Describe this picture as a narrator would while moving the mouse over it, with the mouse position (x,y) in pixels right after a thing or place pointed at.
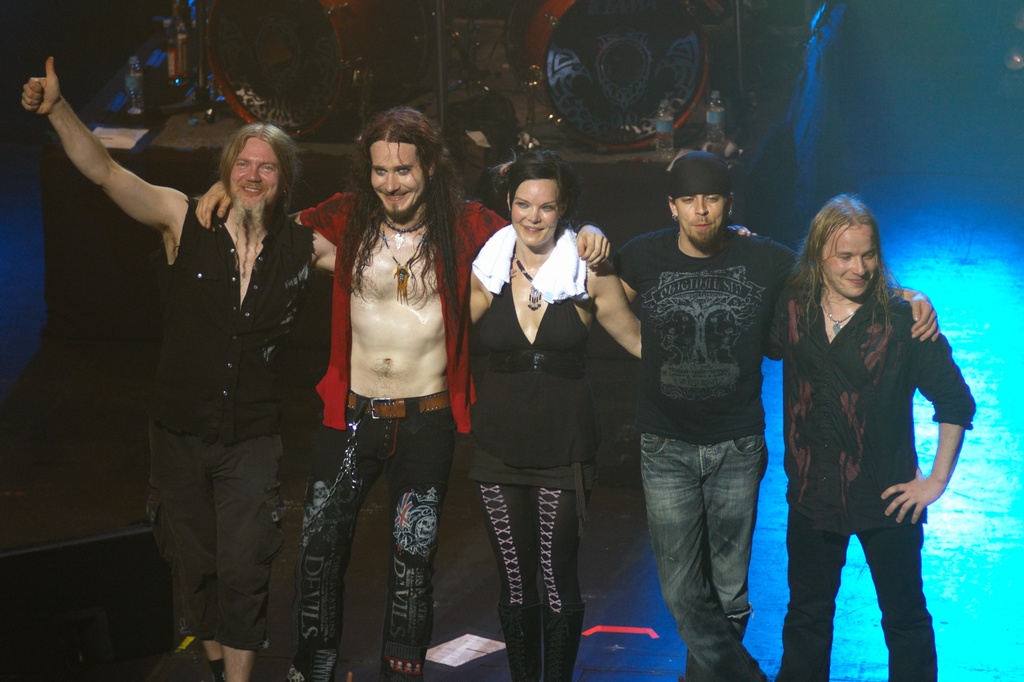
In the image there are five members (683,400) standing. Behind them there are drums (678,50) and water bottles (135,92).
